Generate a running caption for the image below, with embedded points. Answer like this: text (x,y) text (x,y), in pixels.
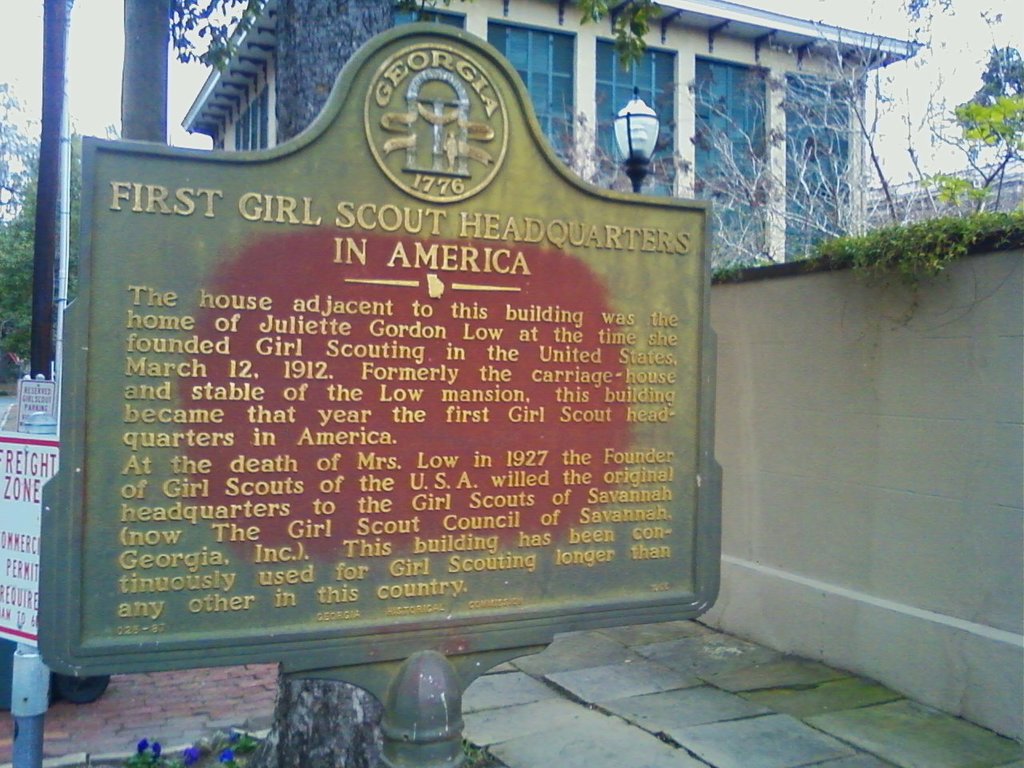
In this image we can see a board (334,350) with something written. On the right side (889,354) there is a wall (889,354). Also there are trees (810,175). And there is a light pole (644,144). In the back (711,57) there is a building (711,57). On the left side (22,482) there are sign boards (22,433). And there is a pole (43,276). In the background (895,73) there is sky (909,73).
